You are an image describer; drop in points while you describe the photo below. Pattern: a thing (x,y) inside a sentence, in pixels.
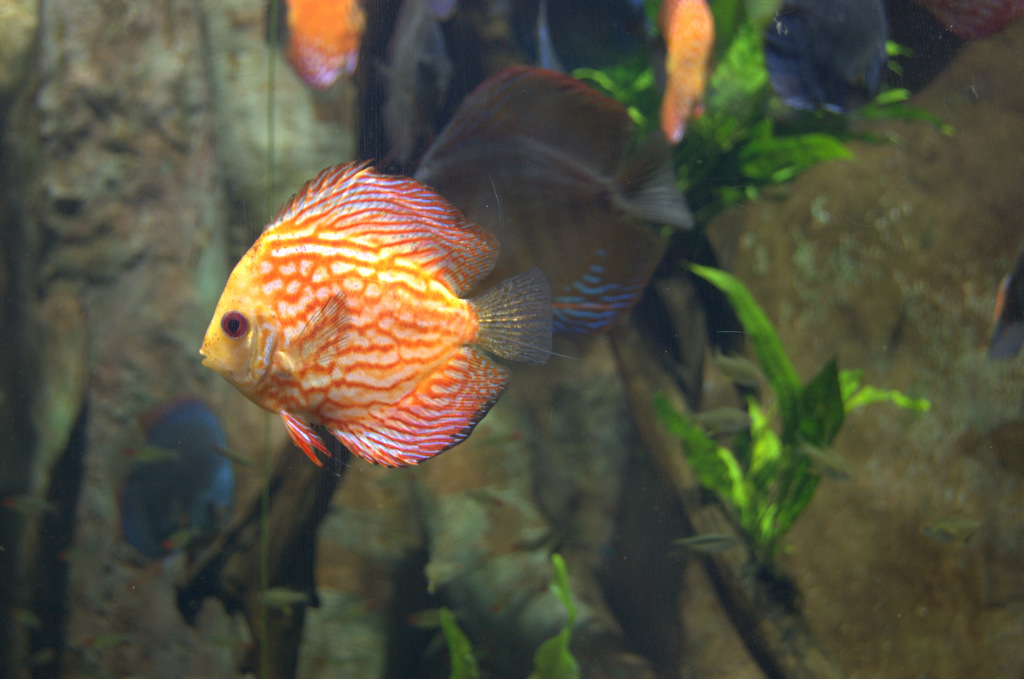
In the picture there are many fishes (586,275) present, there are plants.
